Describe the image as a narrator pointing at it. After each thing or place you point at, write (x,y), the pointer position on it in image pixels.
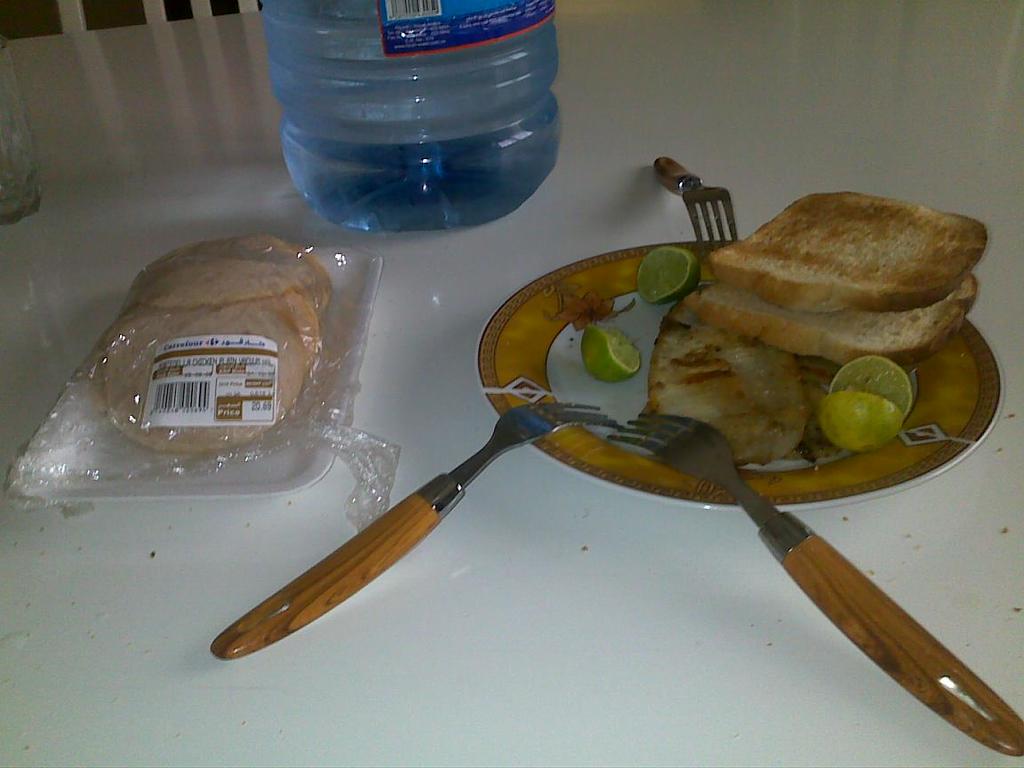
There is a table (946,202) in the image. On table (394,581) we can see a plate (634,460), bread (845,339), lemon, fork (682,452), tray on which it is some food (280,312), water can (396,202). In background (166,10) there is a chair (152,12).
